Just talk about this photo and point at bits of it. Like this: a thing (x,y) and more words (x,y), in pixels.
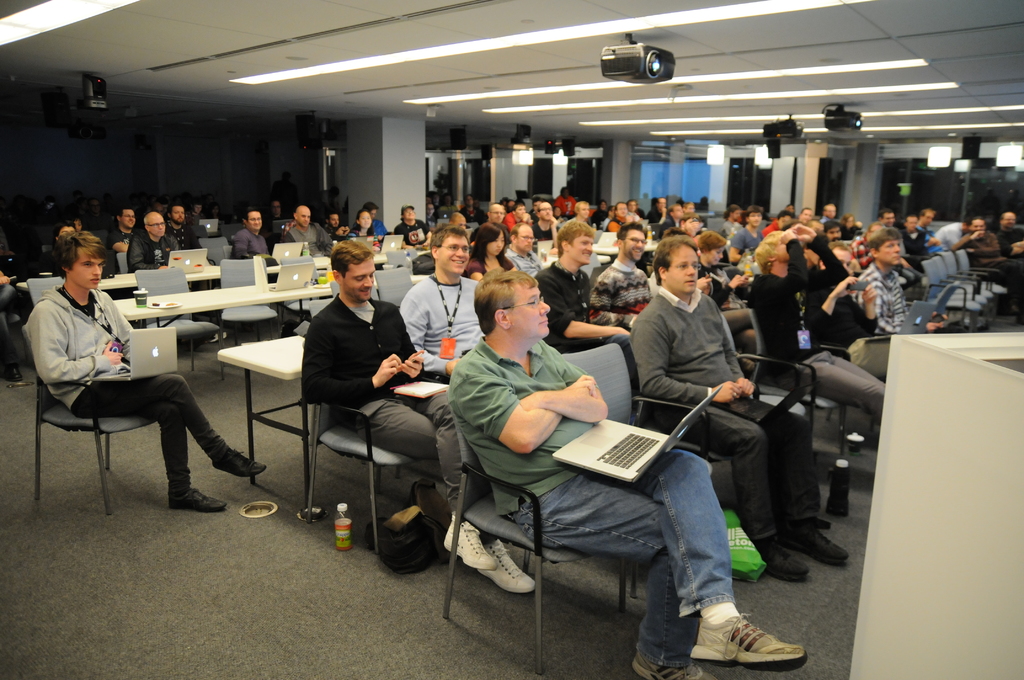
In this image there are many people (593,297) sitting on the chairs (311,481) and holding a laptop (619,476). This is the projector (637,71) attached to the ceiling (233,18).
